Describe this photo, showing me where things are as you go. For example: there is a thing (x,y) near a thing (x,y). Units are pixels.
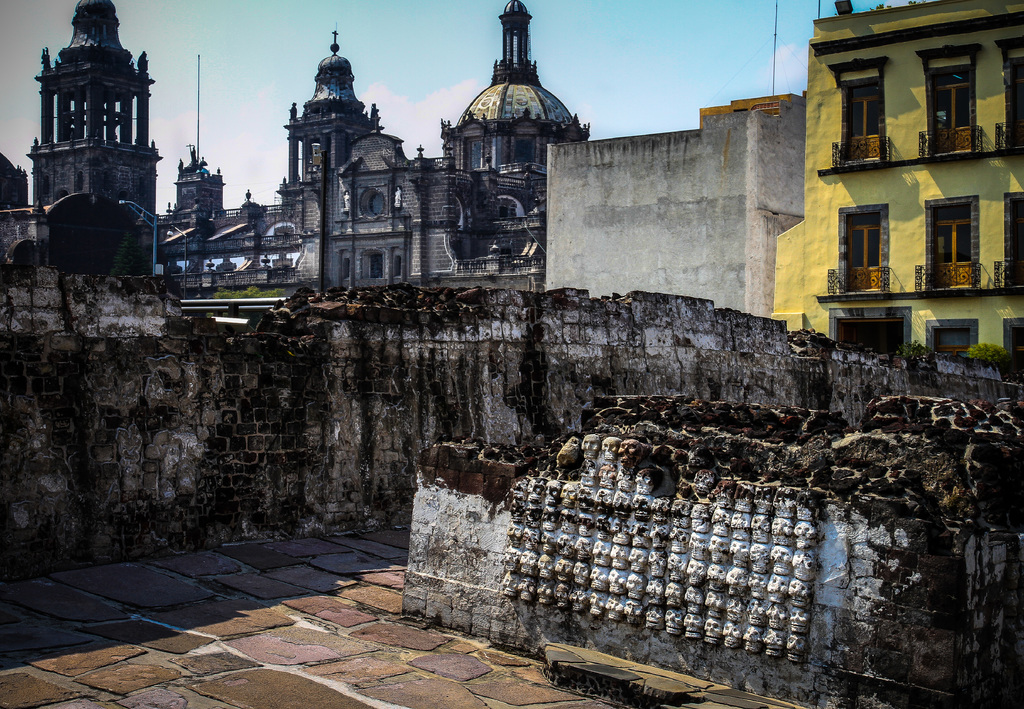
In the picture we can see a marble surface (265,613) near to it, we can see some broken old walls (213,497) and behind it, we can see some historical construction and besides, we can see a building (983,313) which is yellow in color with some windows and in the background (176,53) we can see a sky (584,118).
